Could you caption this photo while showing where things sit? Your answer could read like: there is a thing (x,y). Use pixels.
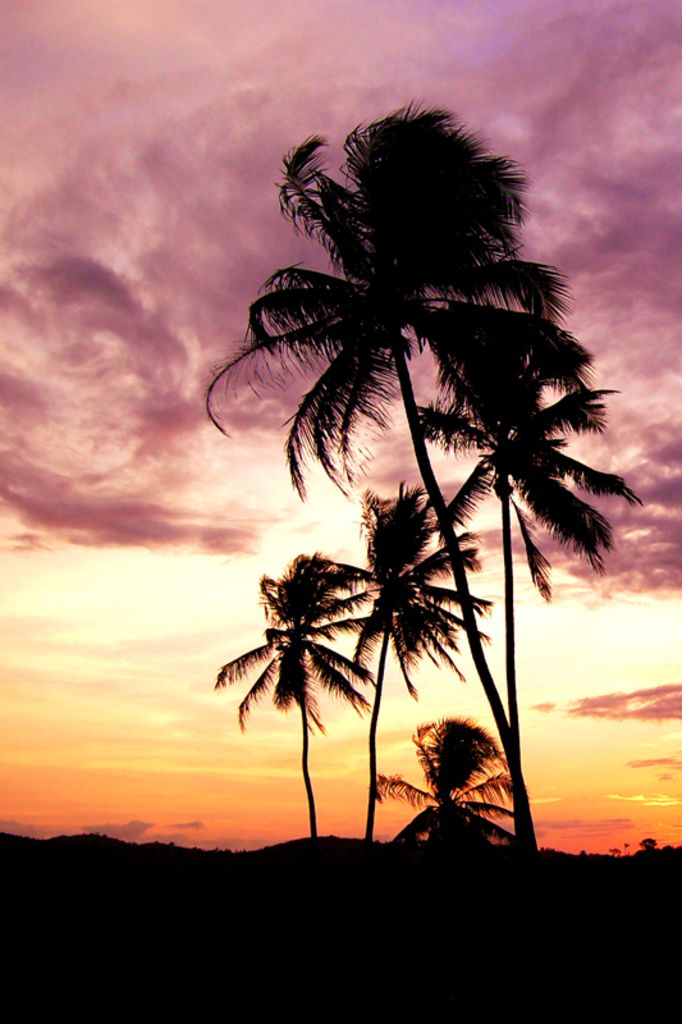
In this image we can see trees (501,721). In the background (490,717) there is sky (164,450) with clouds (221,435). And the image is dark.
